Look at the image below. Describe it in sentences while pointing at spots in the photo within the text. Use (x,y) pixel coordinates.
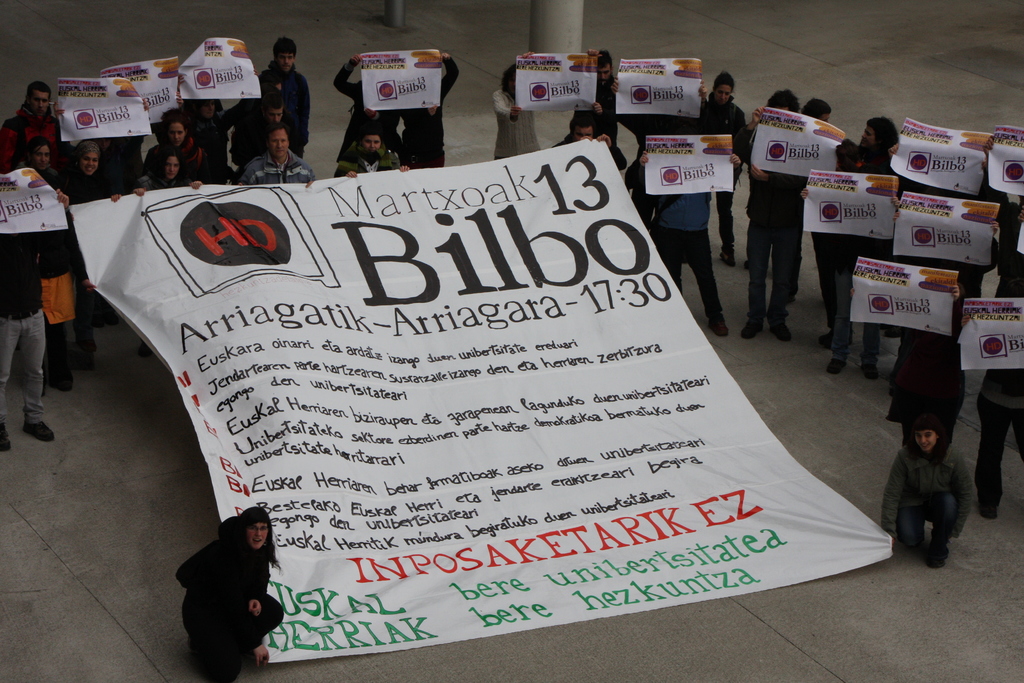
In this image there are a few people (685,229) standing and holding posters (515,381) in their hand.
